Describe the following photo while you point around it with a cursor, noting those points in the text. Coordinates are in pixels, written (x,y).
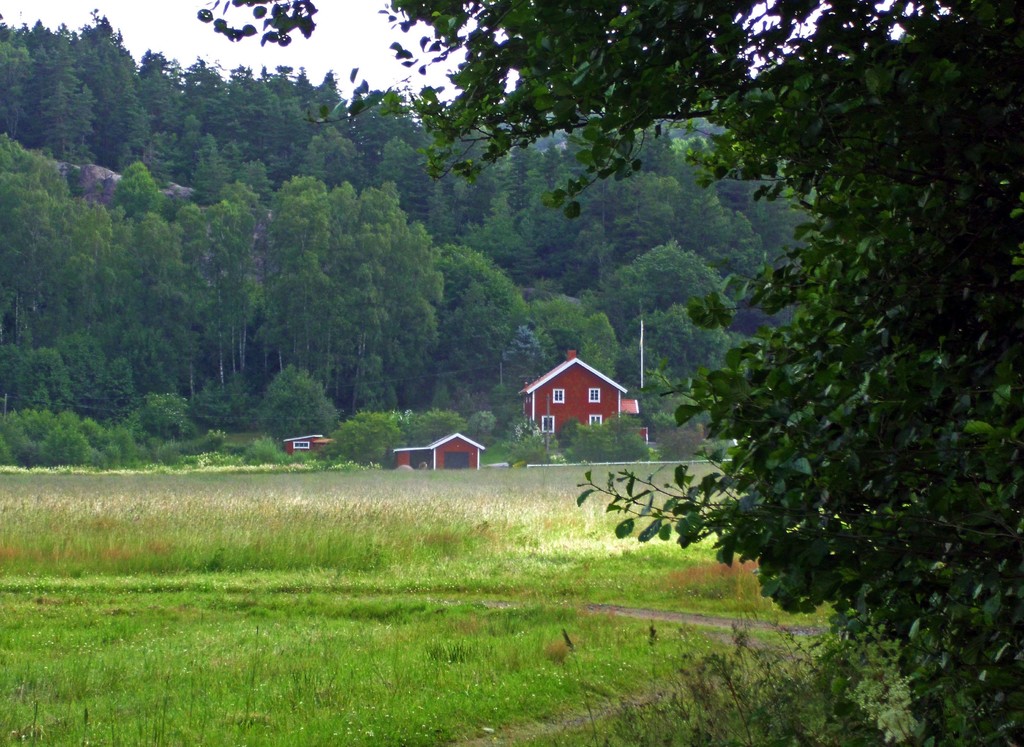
In this image we can see buildings (452,466), pole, trees (309,311), rocks (566,299), grass (527,562), plants (673,677) and sky (343,58).
